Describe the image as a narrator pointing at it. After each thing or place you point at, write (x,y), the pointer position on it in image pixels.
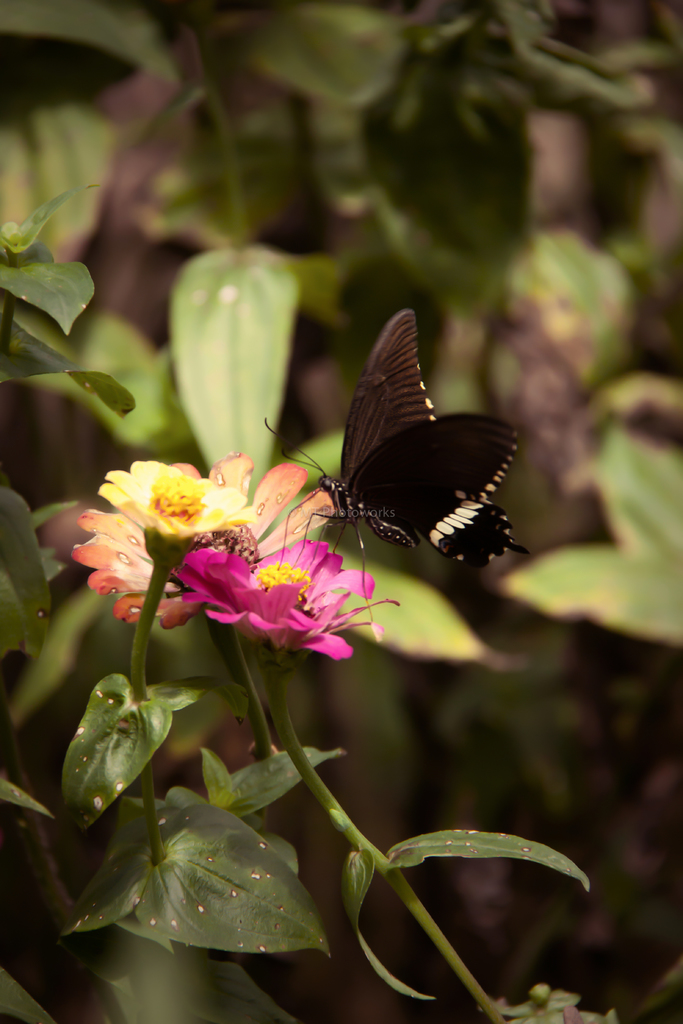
In this image we can see there is a butterfly (427,492) sitting on the flower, which is on plant (188,698).
